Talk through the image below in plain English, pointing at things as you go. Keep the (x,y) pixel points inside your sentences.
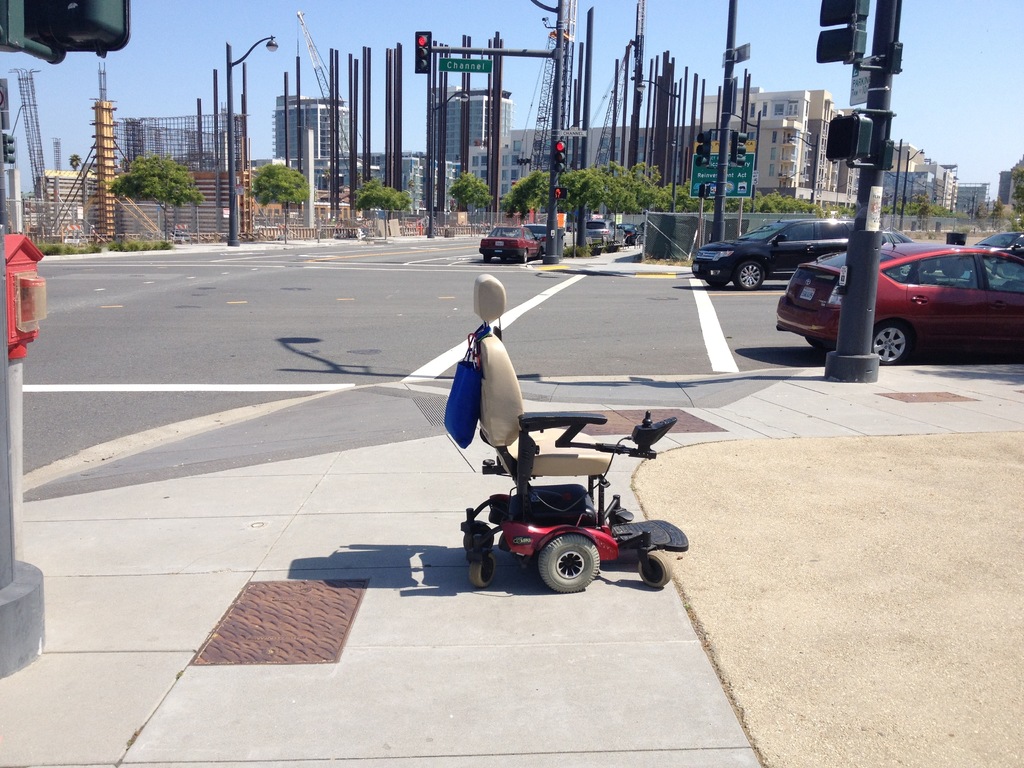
This is the picture of a city (726,30). In the foreground (505,499) there is a wheel chair (505,499) and there is a manhole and pole (882,37) on the footpath (344,646). At the back (963,281) there are vehicles (933,246) on the road (987,357) and there are buildings (790,95), trees (1018,215), poles (498,115) and cranes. At the top (289,21) there is sky (286,33). At the bottom (373,642) there is a footpath (362,393) and there is ground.
